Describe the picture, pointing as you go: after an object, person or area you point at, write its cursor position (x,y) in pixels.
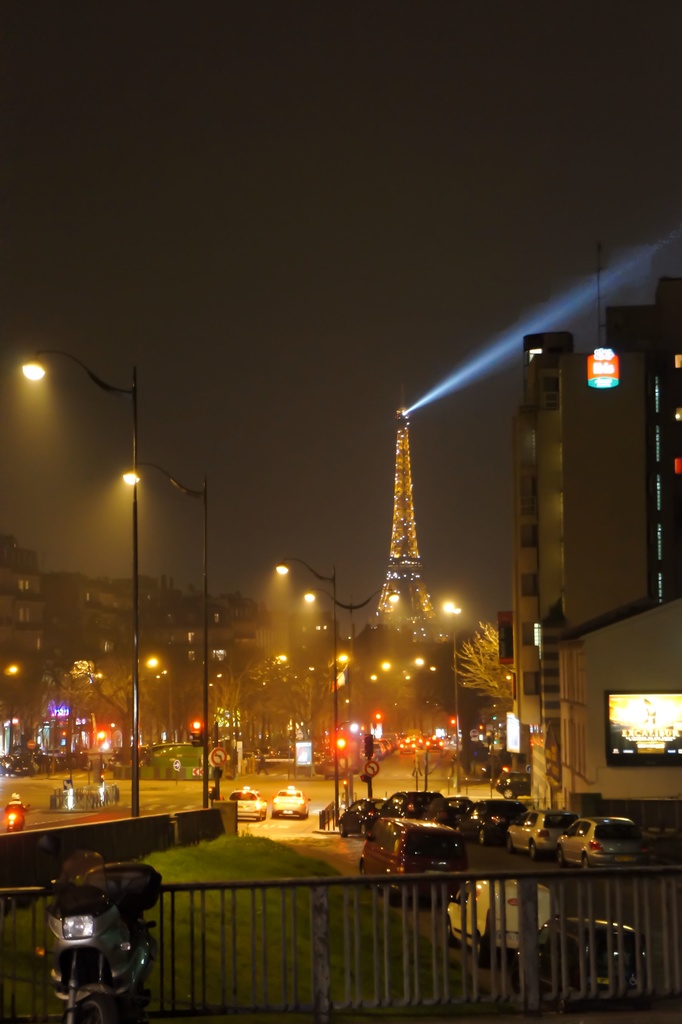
In this image I can see at the bottom (381,806) few vehicles (400,874) are moving on the road (323,800), in the middle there are street lamps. At the right side (557,467) there are buildings (517,525), in the middle (408,551) it looks like an Eiffel tower (400,553) at the top (406,75) it is the sky (406,75).
